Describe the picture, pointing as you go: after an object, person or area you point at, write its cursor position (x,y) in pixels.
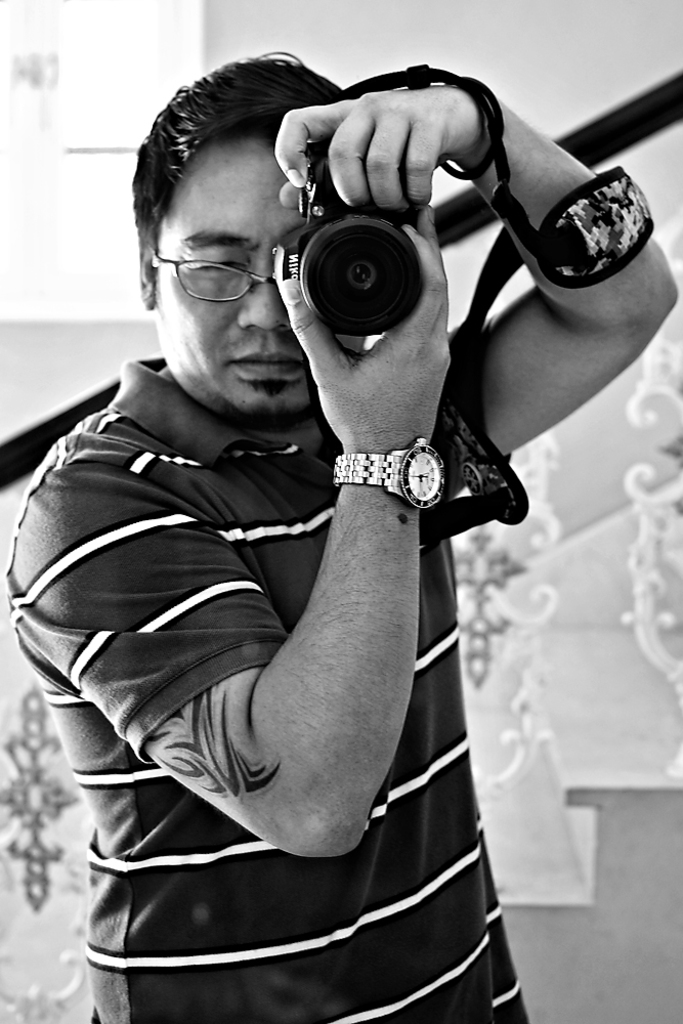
As we can see in the image there is a man (244,389) holding camera (358,308).
